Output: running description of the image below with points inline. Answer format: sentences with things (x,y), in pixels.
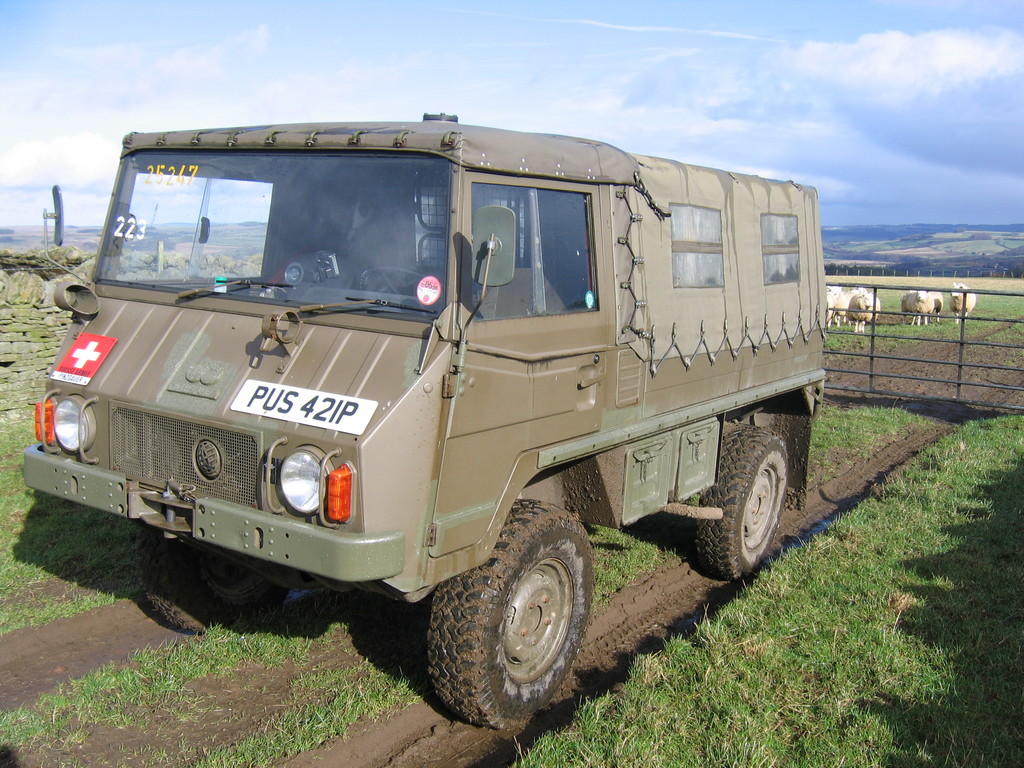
In this image there is the sky (477,67) truncated towards the top of the image (543,86), there are clouds (693,76) in the sky (769,106), there is the grass (946,329) truncated, there is a fencing (895,357) truncated towards the right of the image (925,294), there are animals (915,304), there is a vehicle (76,289), there is an object (53,281) truncated towards the left of the image (53,309).
